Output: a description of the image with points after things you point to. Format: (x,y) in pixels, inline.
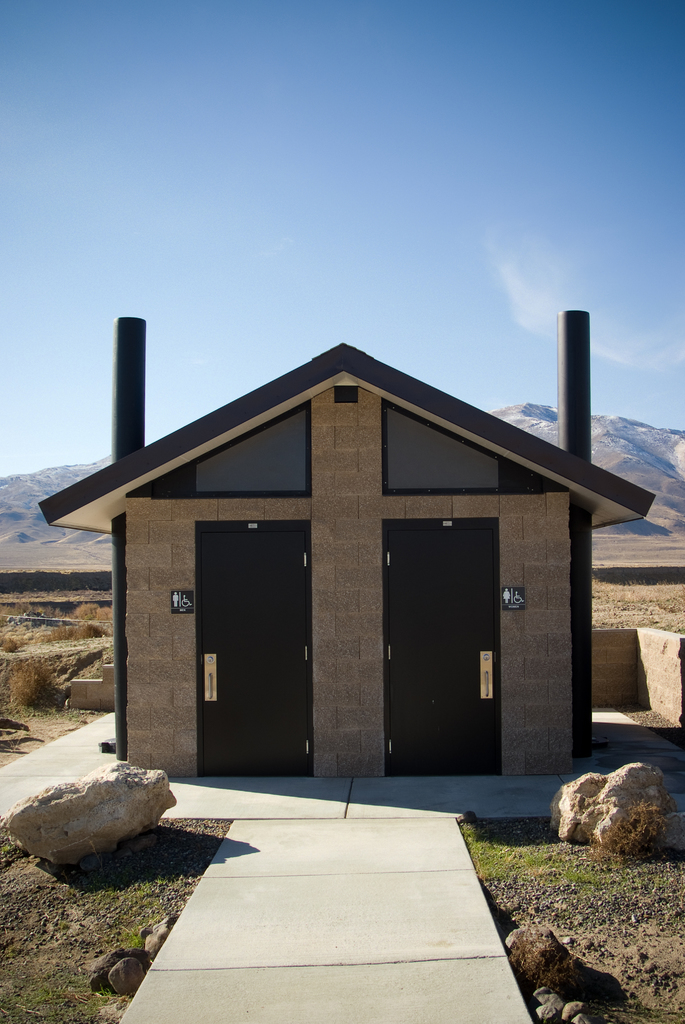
In this picture I can see a house (364,552) with doors (296,603) and boards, there are rocks (557,812), plants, hills (24,501), and in the background (319,253) there is sky (348,340).
